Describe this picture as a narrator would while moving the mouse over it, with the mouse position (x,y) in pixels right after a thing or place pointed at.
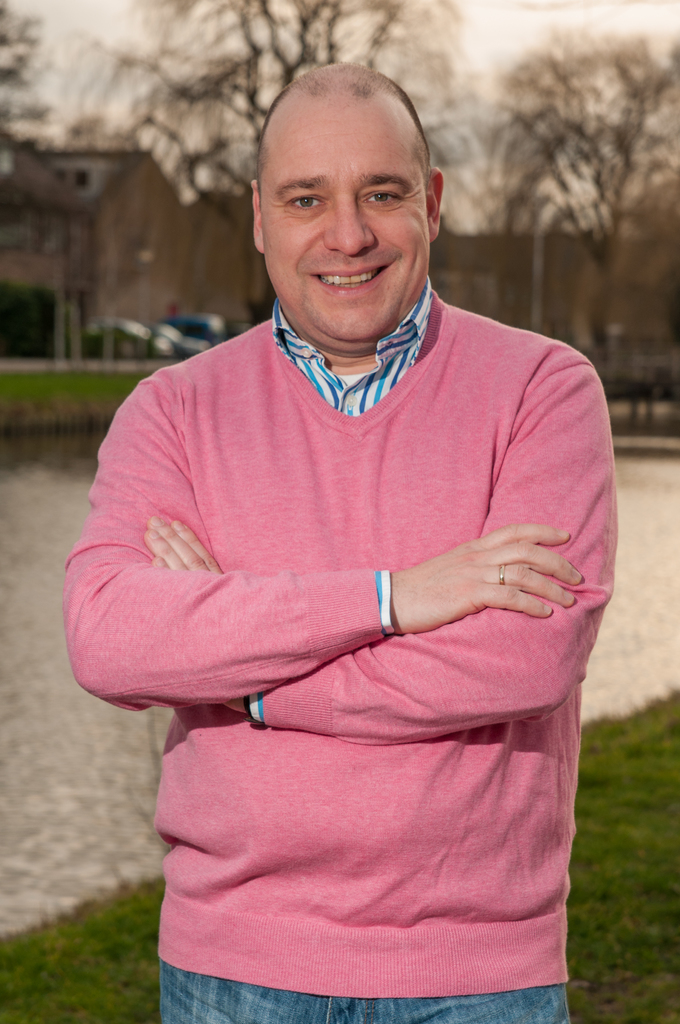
In the foreground of the picture (289,438) we can see a person (296,784), behind him there is grass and a water body (652,503). In the background (151,97) there are trees (679,85), vehicles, buildings (198,243) and sky (480,71).
